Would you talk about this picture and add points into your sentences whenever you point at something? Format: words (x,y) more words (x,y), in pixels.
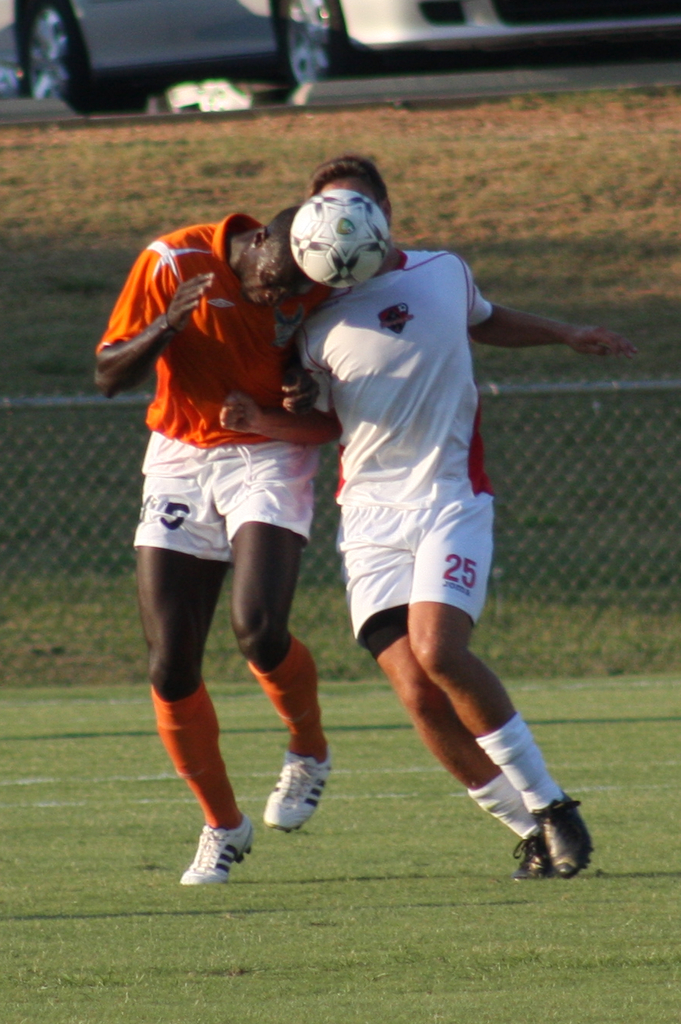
The photo is taken inside a ground (496,832). There are two players (390,458) in the middle of the ground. The player (197,351) wearing orange t shirt (203,368) is hitting the ball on his head (291,270). There is a fence (561,525) around the ground (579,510). In the background (481,204) there are cars (158,60) and grass ground (485,194).
